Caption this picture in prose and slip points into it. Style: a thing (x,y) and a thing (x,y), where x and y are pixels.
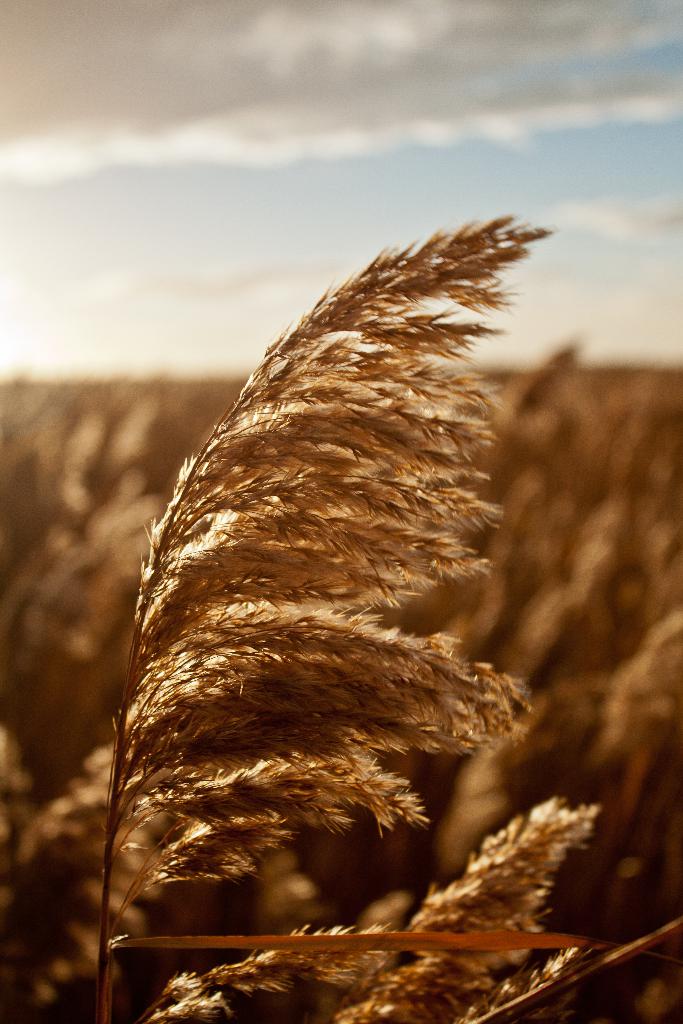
In this image we can see a plant (277,733) and there are few plants (520,527) and the sky (402,183) with clouds (245,142) in the background (284,73).
